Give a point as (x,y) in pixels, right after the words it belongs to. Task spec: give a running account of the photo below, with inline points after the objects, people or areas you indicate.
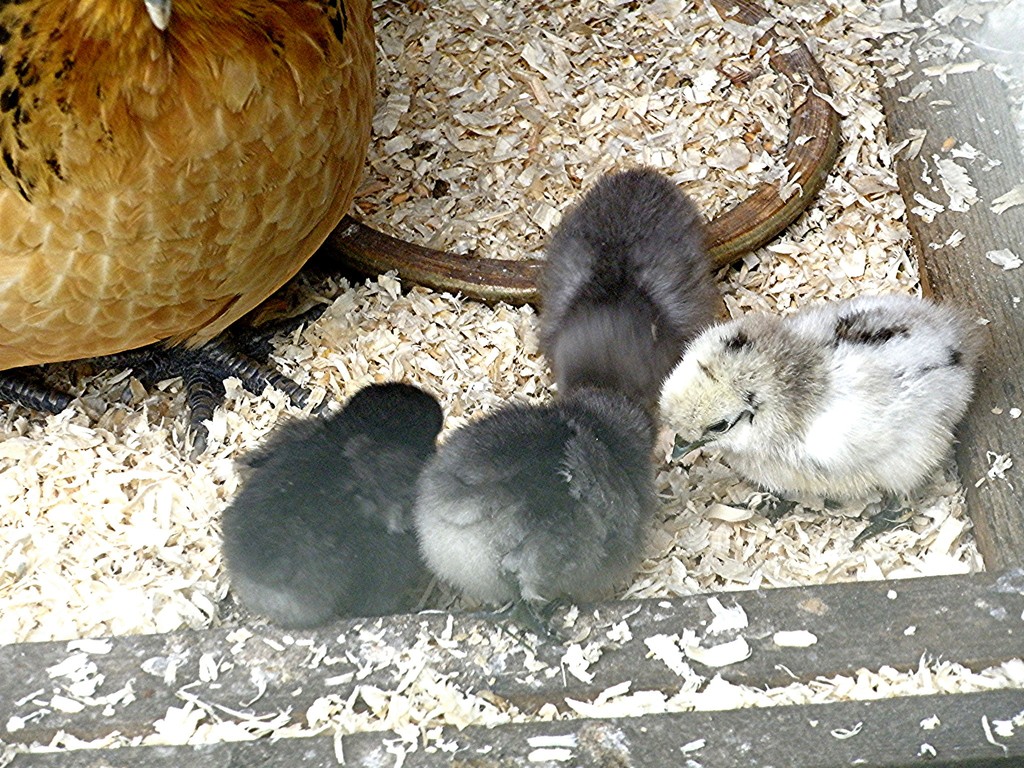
In this image I can see a white (798,377) and three black colour chicks (655,312). I can also see white colour things (539,66) on the ground (665,99) and on the top left side of this image (257,119) I can see a brown colour thing (363,141). I can also see few black colour things (223,358) on the left side (208,431).
